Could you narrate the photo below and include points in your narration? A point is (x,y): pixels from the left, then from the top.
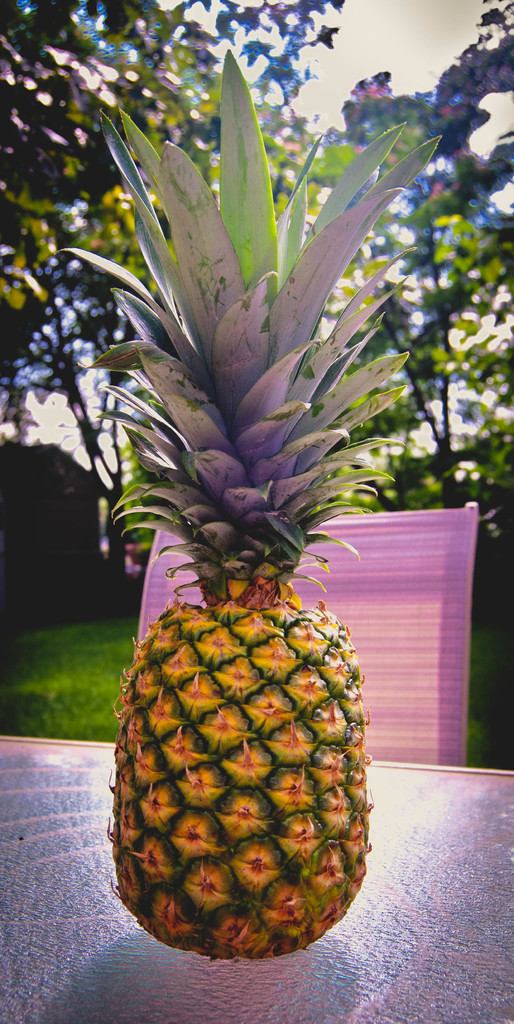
In this image we can see a pineapple fruit (119,347) on a table (123,971) and there is a cloth (377,624) on a chair (367,535). In the background (492,551) we can see trees (133,471), grass (2,656) and sky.
